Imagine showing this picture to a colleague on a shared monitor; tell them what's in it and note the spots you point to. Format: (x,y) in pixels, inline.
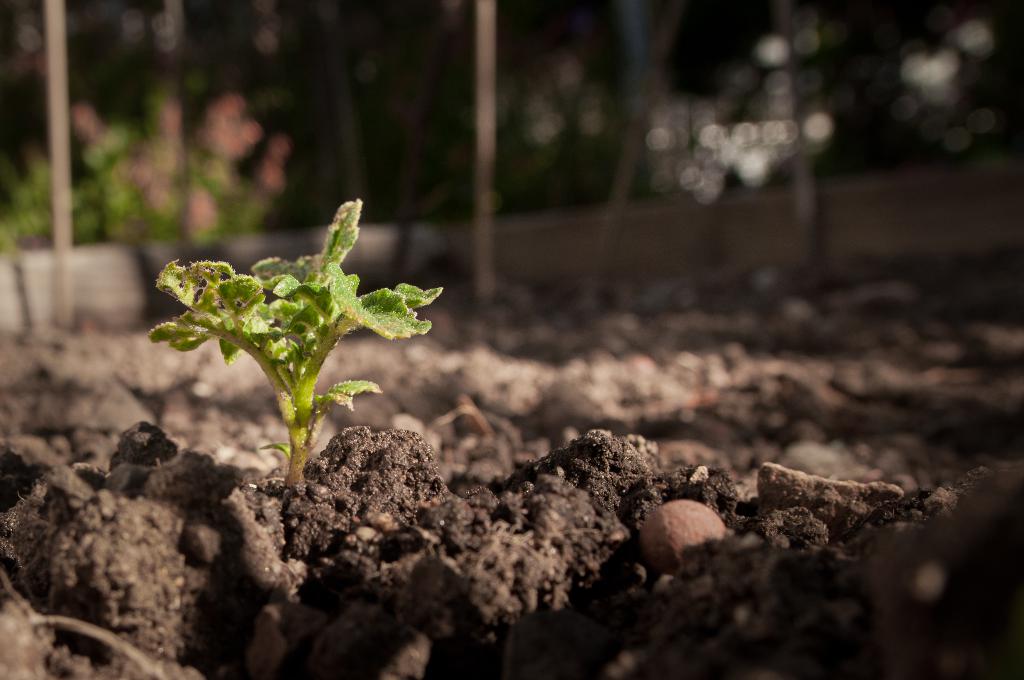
In this picture we can see a plant (338,383), soil (428,434) and in the background (167,26) we can see trees (448,99), poles (60,145) and it is blurry.
